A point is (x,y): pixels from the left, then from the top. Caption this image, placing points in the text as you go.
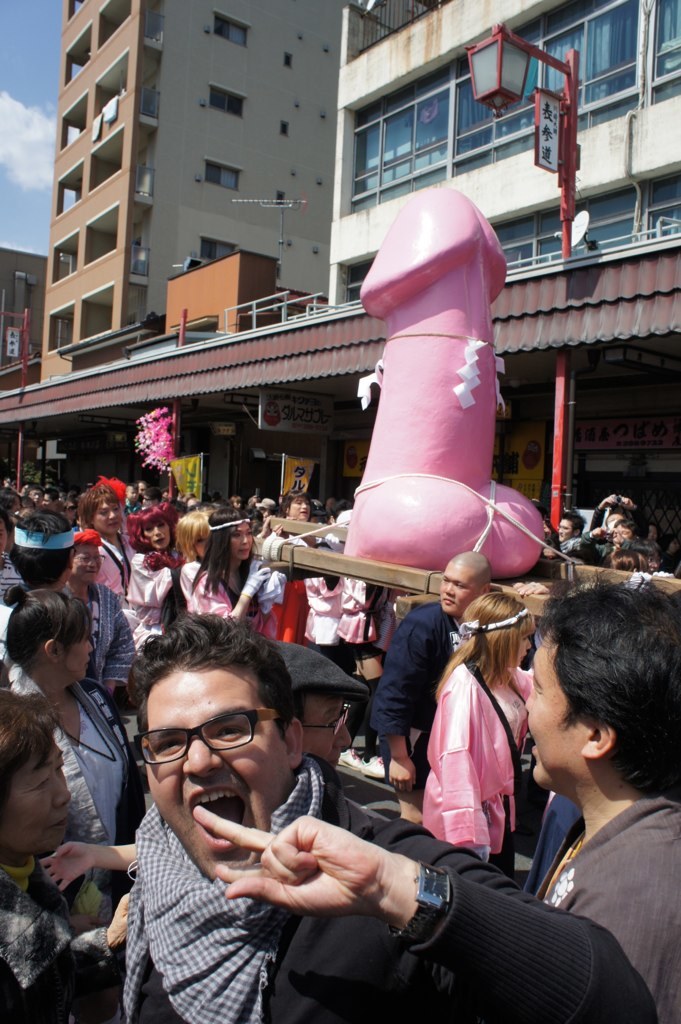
In this image I can see the group of people (293,721) with different color dresses (651,851). I can see few people (374,634) are holding the wooden object (402,603) and there is a pink color object (393,455) on it. In the background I can see the boards (182,482) and the buildings (125,208). I can also see the clouds (49,152) and the sky (48,140) in the back (48,140).
